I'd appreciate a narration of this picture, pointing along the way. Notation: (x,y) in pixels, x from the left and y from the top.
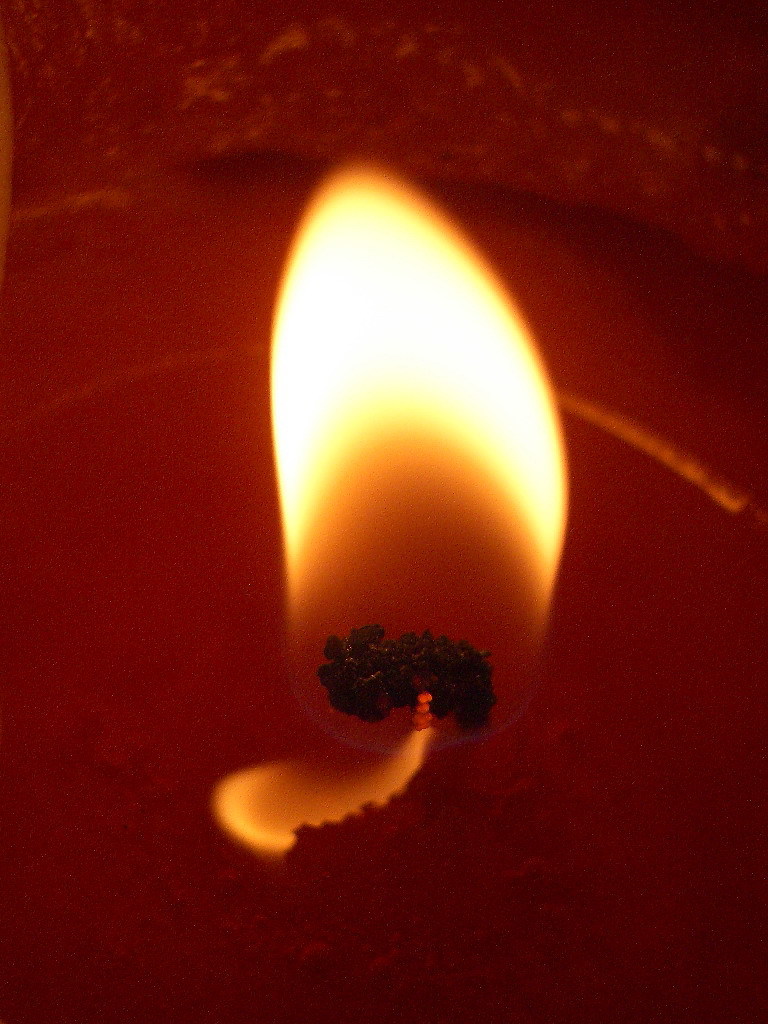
In this image we can see the flame (289,351). There is a candle (508,930) in the image.
